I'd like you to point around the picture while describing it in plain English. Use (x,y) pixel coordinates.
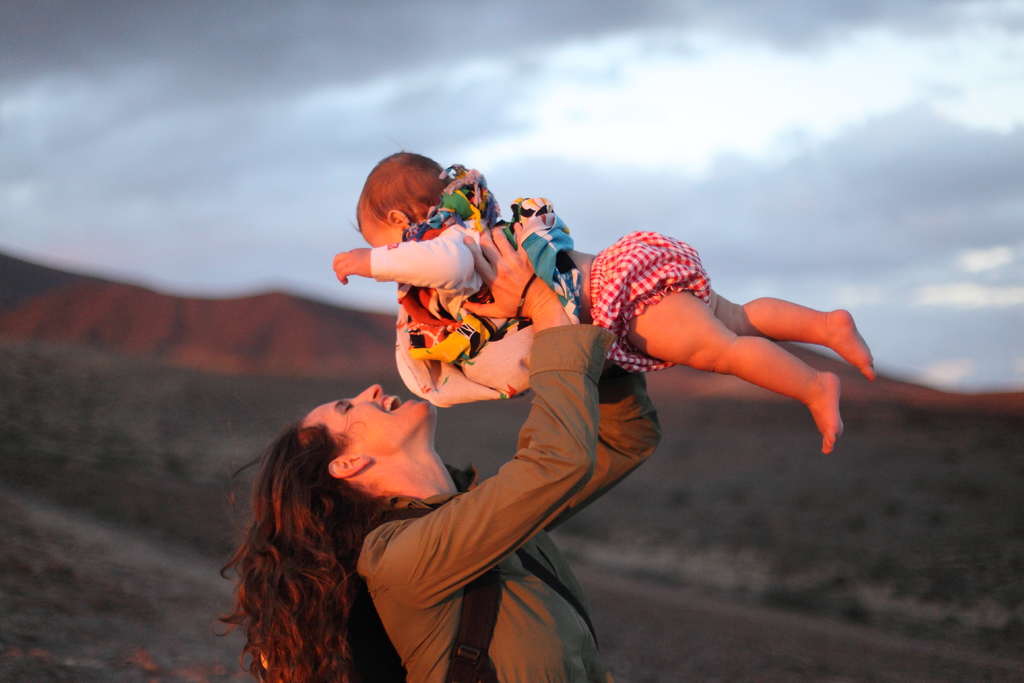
In this picture we can see a woman (527,590) holding a baby (563,282), we can see the sky (669,83) at the top of the picture (683,77).
